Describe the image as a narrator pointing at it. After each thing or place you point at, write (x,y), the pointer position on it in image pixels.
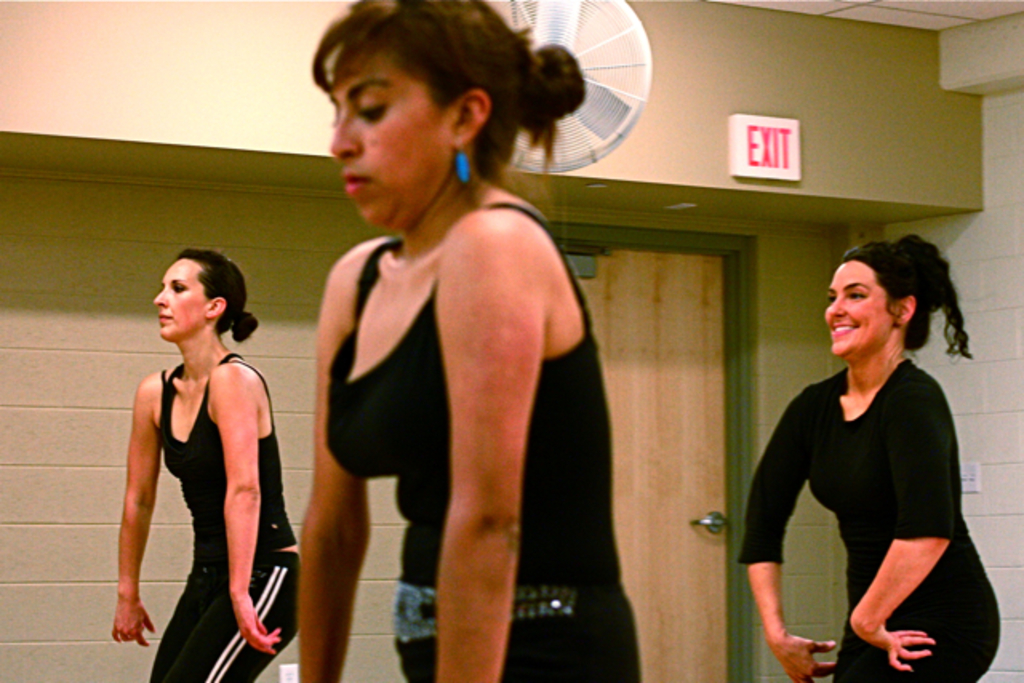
As we can see in the image there is a white color wall (961,370), switch board (971,465), door (694,633), fan (621,40) and three women (266,417) wearing black color dresses (562,483).
